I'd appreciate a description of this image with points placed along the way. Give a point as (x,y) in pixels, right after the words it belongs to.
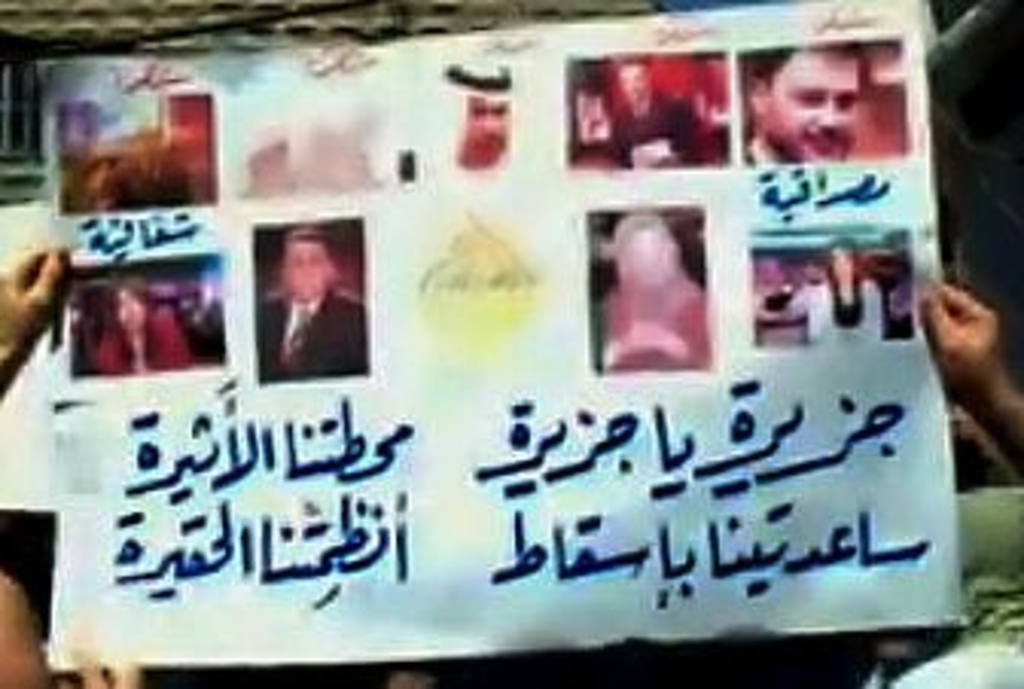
In this picture I can observe a chart (728,160). There are some photographs (259,248) in the chart (661,172). I can observe some text (181,464) in the chart (469,473). On either sides of the picture I can observe human hands (12,306).
